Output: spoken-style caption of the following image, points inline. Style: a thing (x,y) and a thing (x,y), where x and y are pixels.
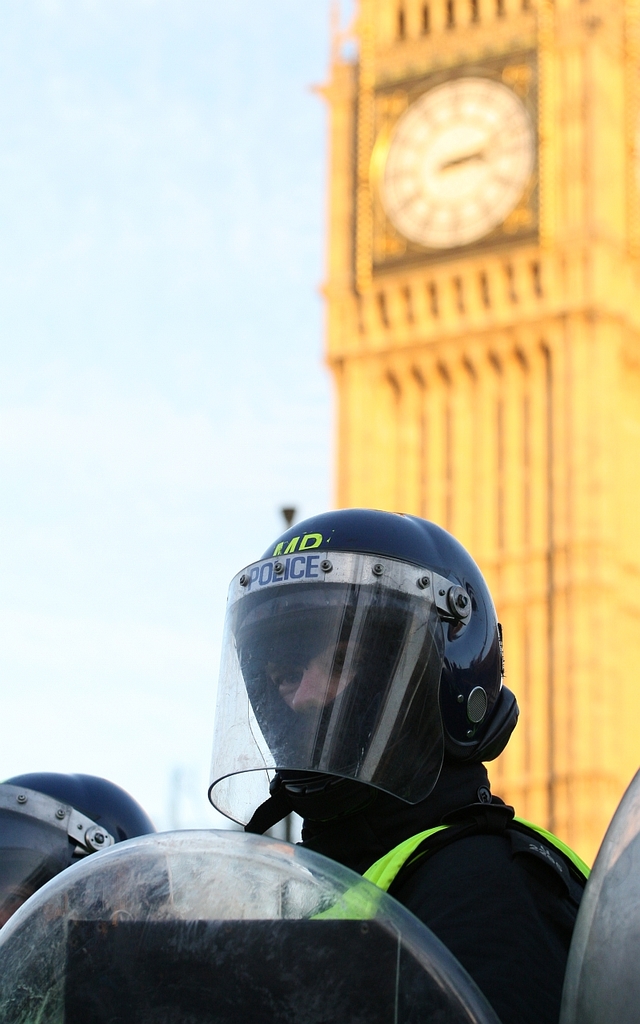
In this image we can see people (314,702) wearing helmets (283,722). In the background of the image (446,407) there is a clock tower (446,407) and sky (151,258).
